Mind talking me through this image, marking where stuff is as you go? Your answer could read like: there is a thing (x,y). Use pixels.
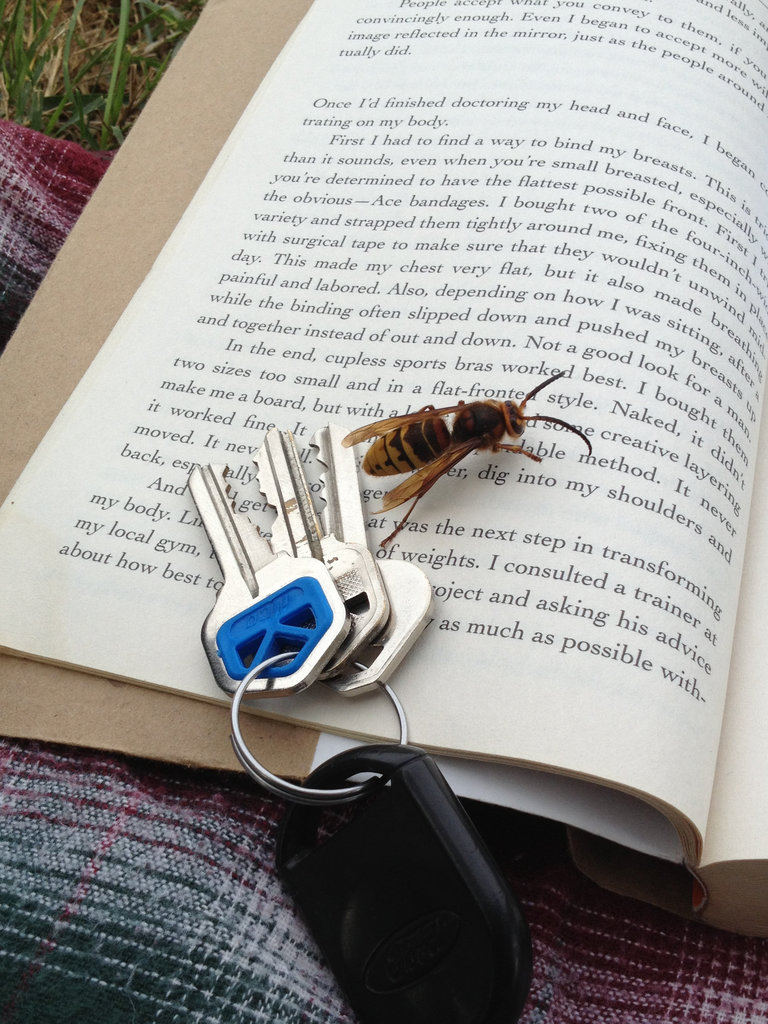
In this picture we can see a book (639,525), insect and keys (390,753).
